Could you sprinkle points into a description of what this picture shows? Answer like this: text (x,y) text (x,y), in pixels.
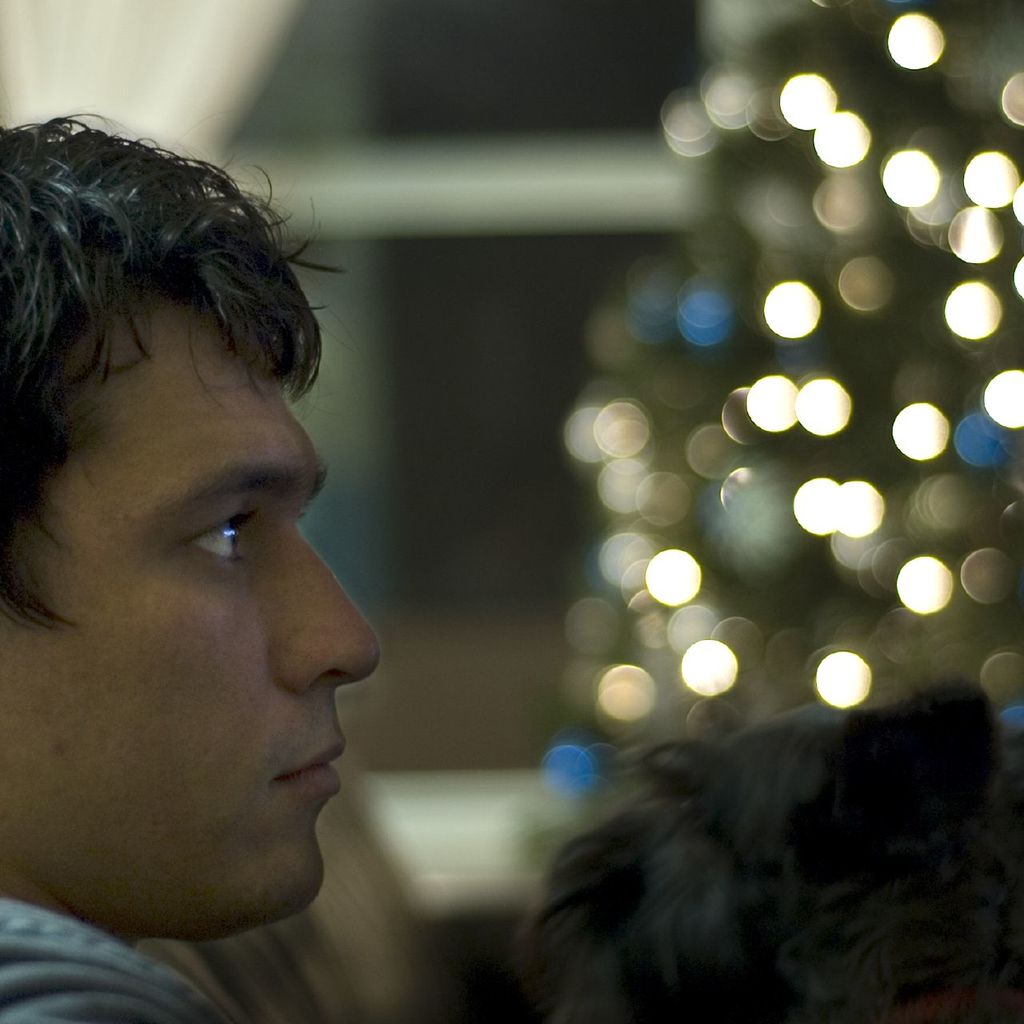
In this picture we can see a person (324,607) and a dog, in the background (986,460) we can find lights (724,319).
